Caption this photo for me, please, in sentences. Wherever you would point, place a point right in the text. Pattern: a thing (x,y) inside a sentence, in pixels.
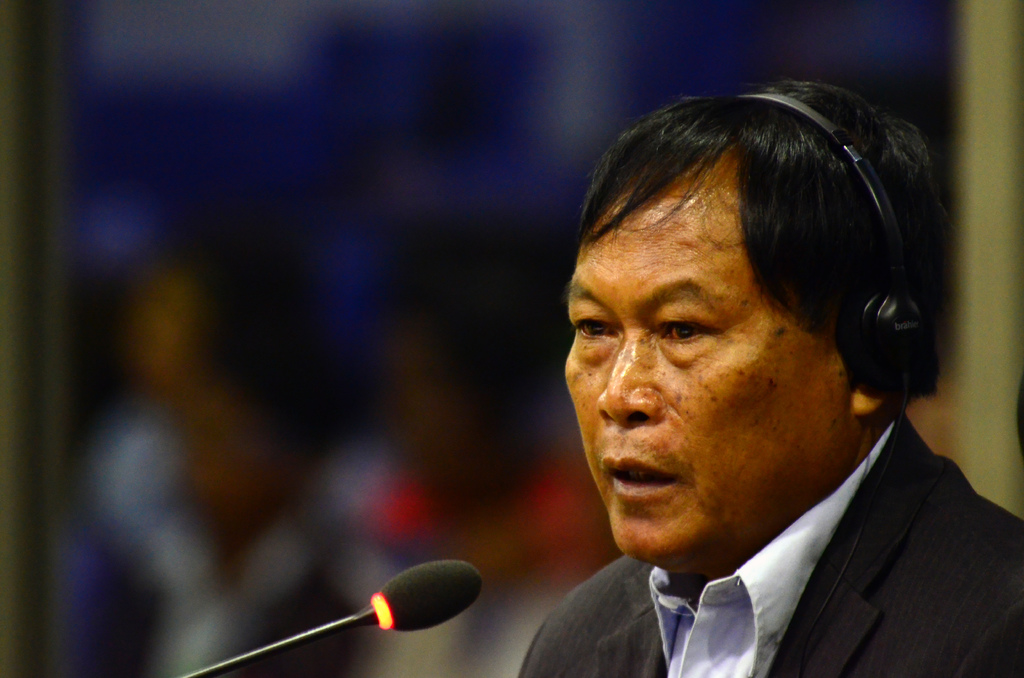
In this image we can see a man (773,409) with headset (861,299) and a mic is placed in front of him.
